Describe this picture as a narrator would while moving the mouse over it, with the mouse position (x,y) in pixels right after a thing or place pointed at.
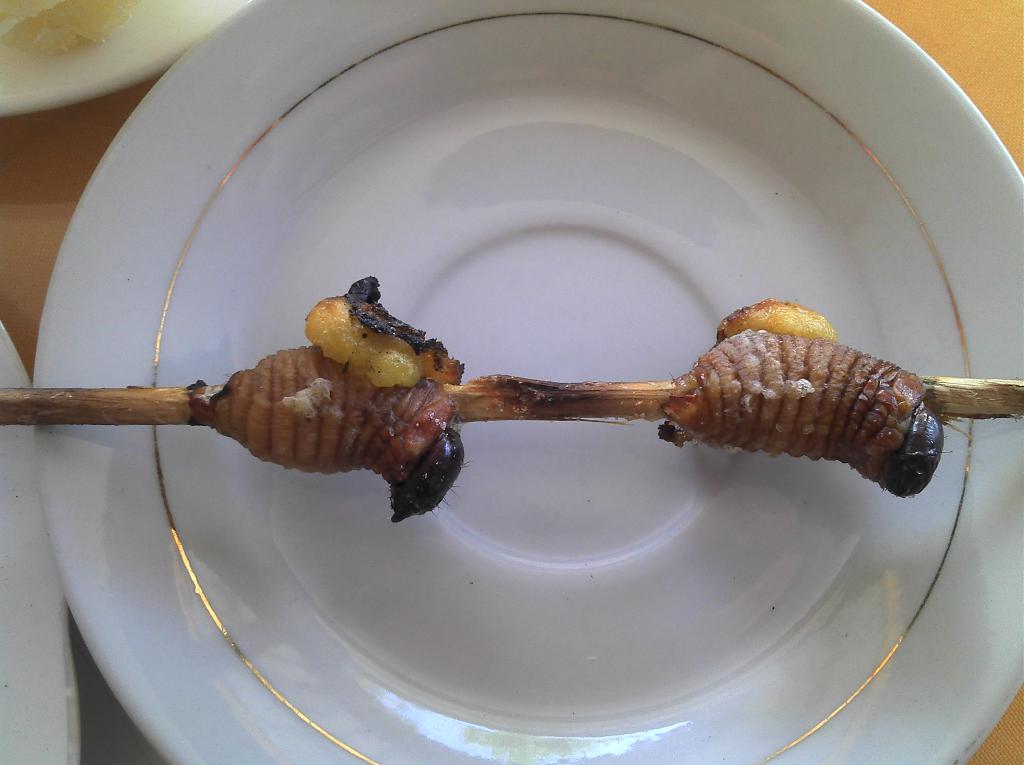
In this image there is a table (986,2) and we can see plates (131,697) and food (350,418) placed on the table (13,280).
